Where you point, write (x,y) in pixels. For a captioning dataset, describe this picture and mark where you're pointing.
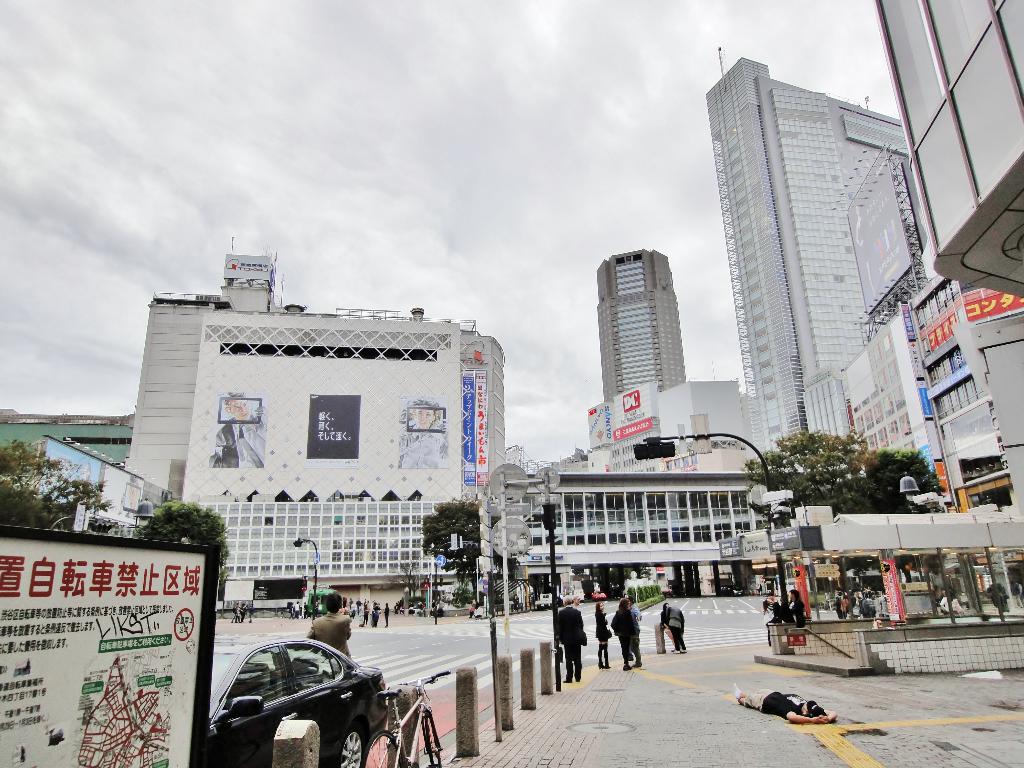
In this image in the front (168,690) there is a board (58,662) with some text (132,644) written on it and there are vehicles (332,716) on the road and in the center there are poles (541,666) there are persons (574,657) standing and laying and there is a shelter (827,613) and there are persons (790,618) sitting. In the background (647,435) there are buildings (729,476), trees (869,488), persons (843,604), poles (770,514) and the sky (484,170) is cloudy and there are boards (312,414) on the buildings (795,397) with some text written on it.
